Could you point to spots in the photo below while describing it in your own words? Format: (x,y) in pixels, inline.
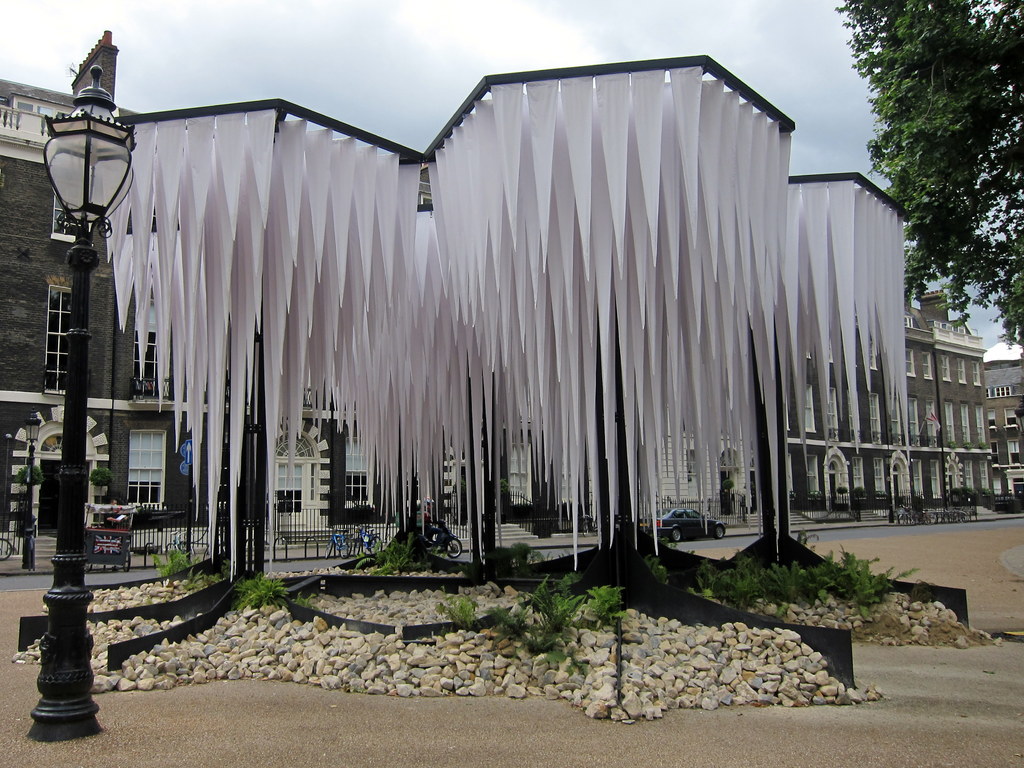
In this image we can see buildings (207,490), windows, there are plants (552,600), trees (1011,140), light pole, there is a stand (614,564), and clothes (601,285), there are rocks (359,574), also we can see the sky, and vehicles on the road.
